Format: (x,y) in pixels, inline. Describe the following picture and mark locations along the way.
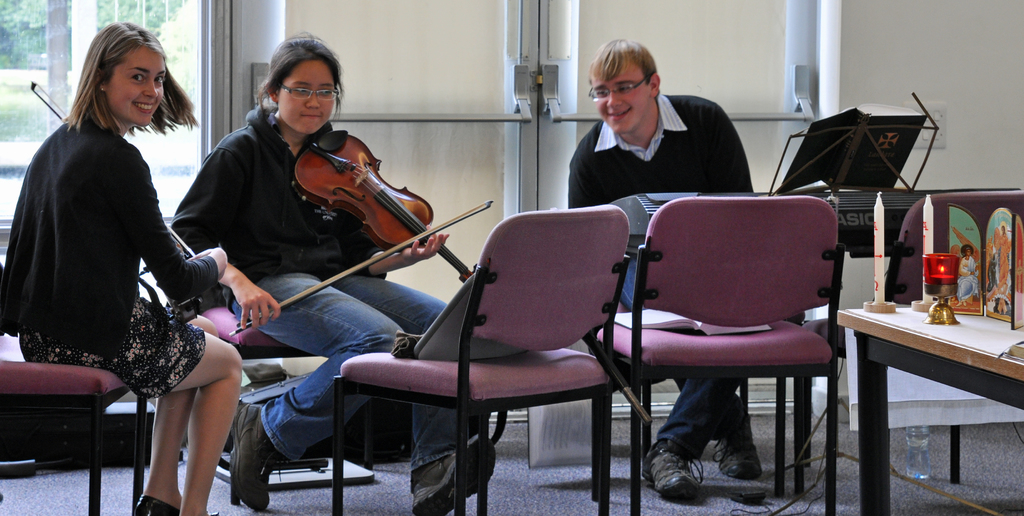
In this image I can see a woman (287,259) sitting and playing violin (387,221). I can see another woman (108,240) sitting and holding some musical instrument (172,237). At the right side of the image (701,134) I can see a man (676,143) sitting in front of a piano (787,193). This is a book stand (850,159). This is a book (674,323) placed on a chair (740,349). At a right corner of the image (975,359) I can see a table (958,354) where candle (880,281). a lamp (935,309) and some other object (985,289) is placed on it. This is the water bottle (922,456) placed on the floor (935,495). At background (442,64) I can see a door (479,93) which is closed and this is a door handle (520,86).
